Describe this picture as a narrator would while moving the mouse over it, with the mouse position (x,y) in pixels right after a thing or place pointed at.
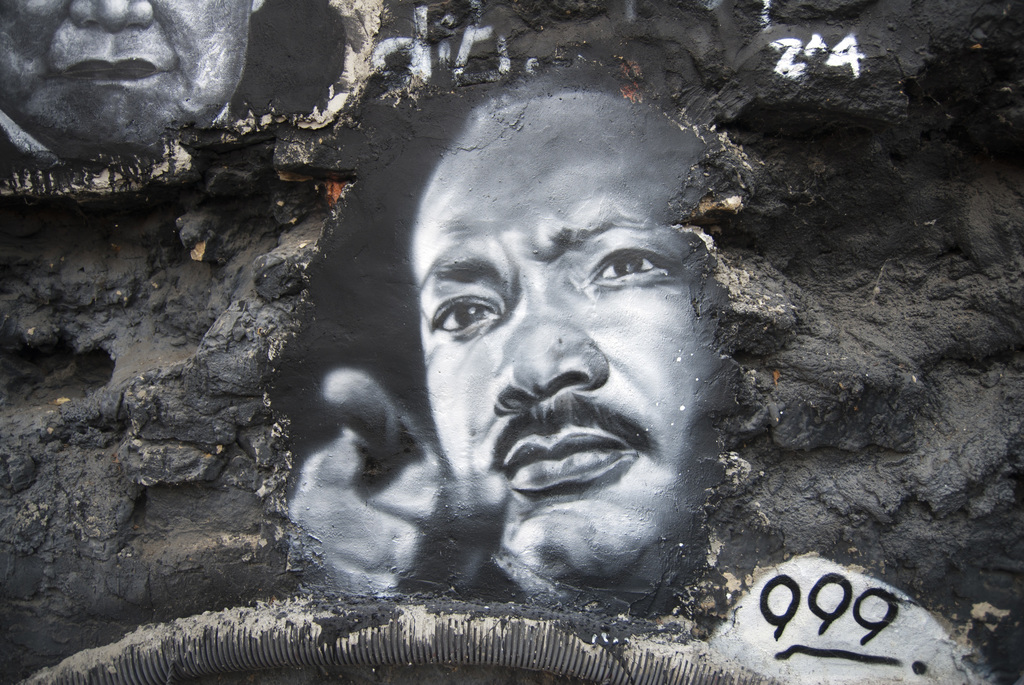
In this image, I can see the painting (289,90) of two people's faces (443,219) on the rock (805,237). This looks like a pipe (215,664), which is attached to the rock (171,587).
